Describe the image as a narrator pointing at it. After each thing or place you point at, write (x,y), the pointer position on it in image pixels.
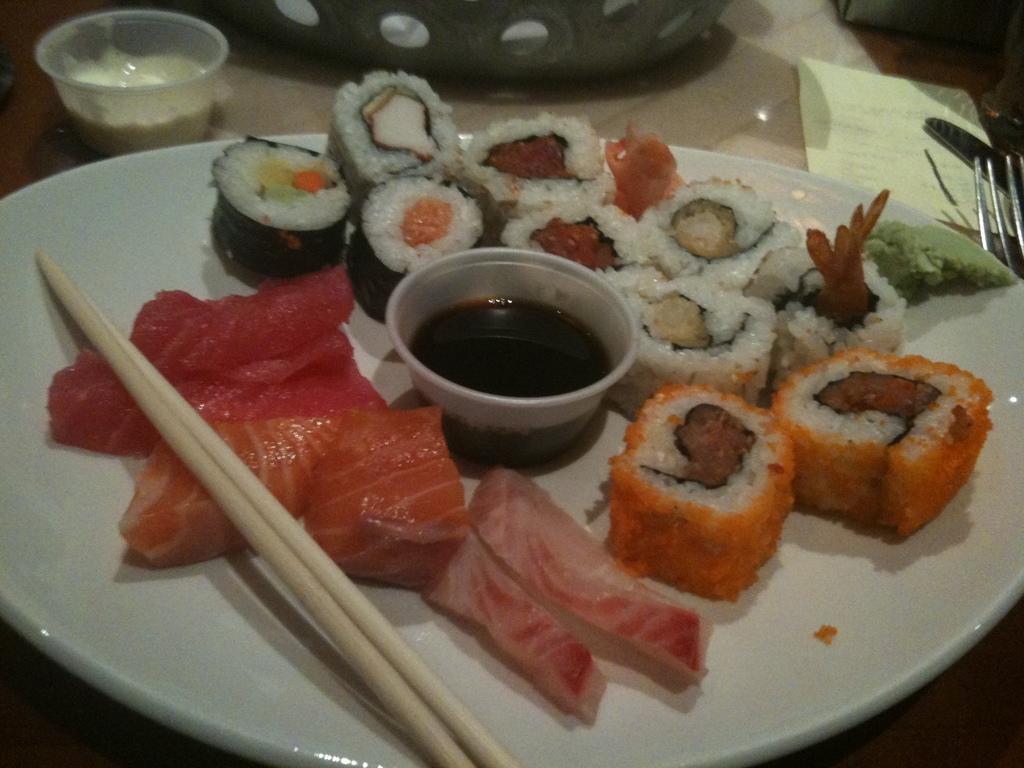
In this image i can see a food items (437,416) which are kept on the table (6,169) and there are chopsticks (288,539).
